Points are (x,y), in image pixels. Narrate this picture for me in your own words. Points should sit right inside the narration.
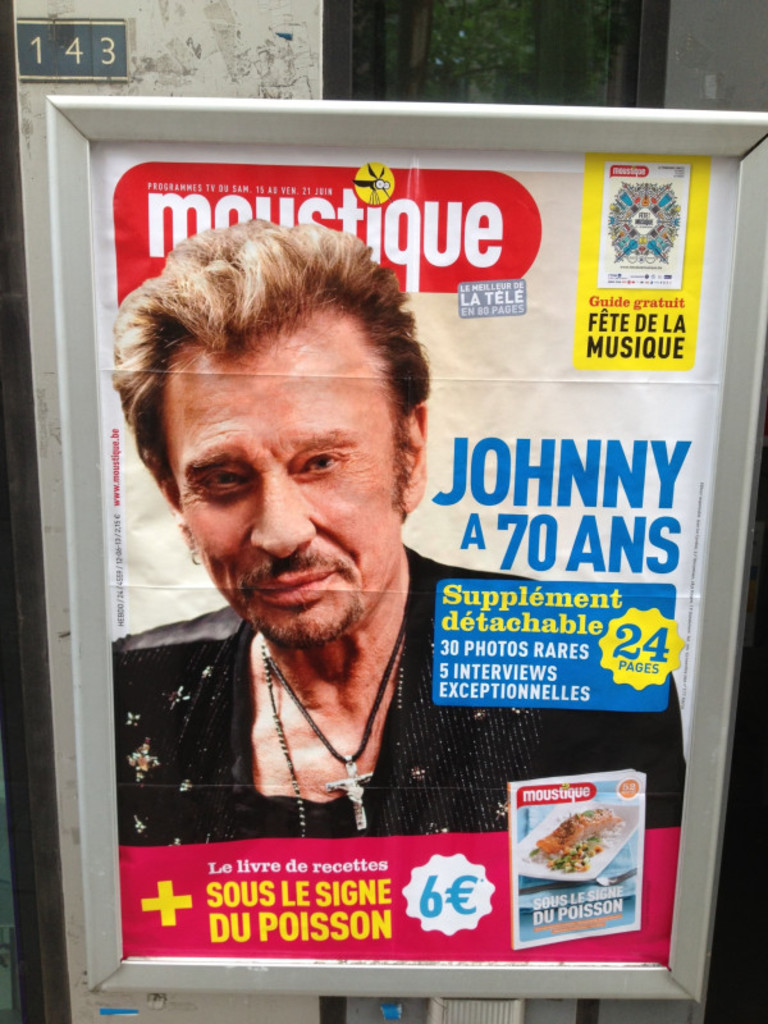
In this picture, we can see a Poster (440,413) with some text (622,570) and images (243,359) on it, and we can see the background (684,62) with some numbers (77,40) and the wall (128,34).
